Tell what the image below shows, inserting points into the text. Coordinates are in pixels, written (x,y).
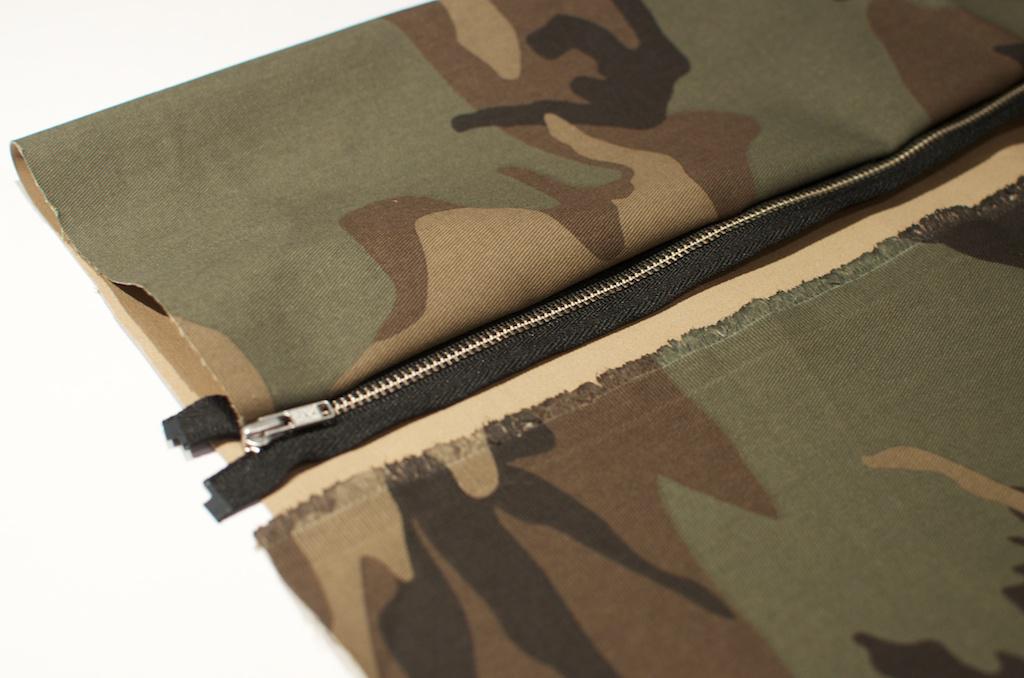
In this picture I can see that jacket (807,158) which is kept on the table (161,16). In the center of the jacket (1002,296) I can see zip (285,411).
